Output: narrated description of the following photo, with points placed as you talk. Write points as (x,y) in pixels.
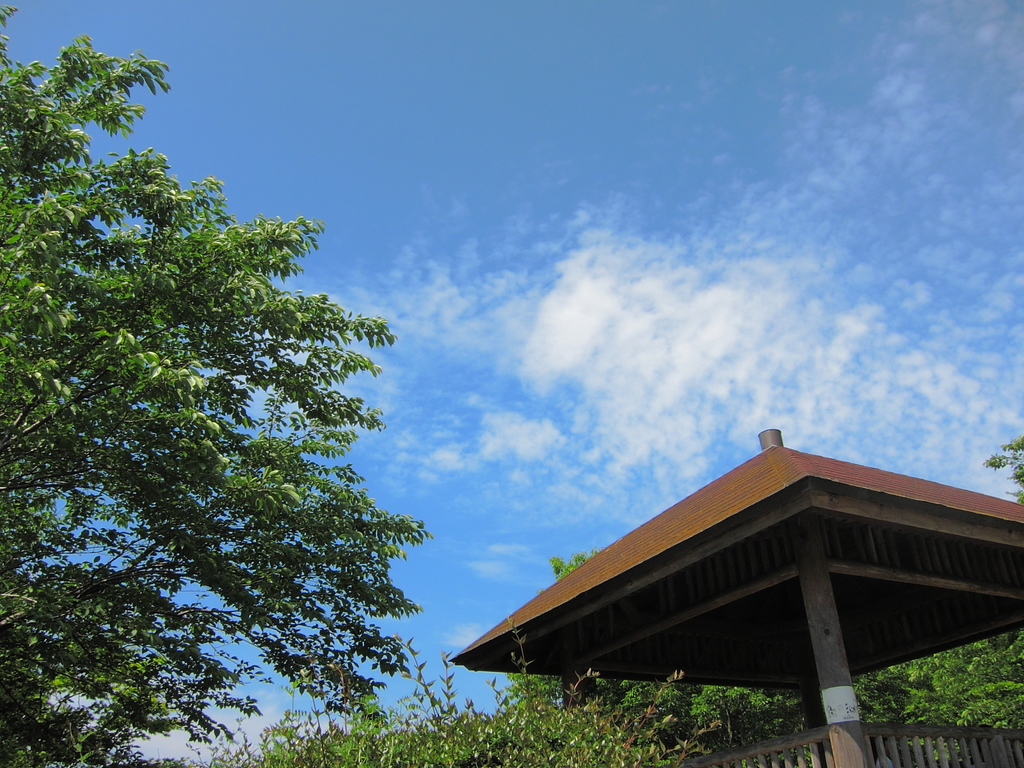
In this picture we can see trees (928,721), pillars (818,653), railing (779,742) and roof top (774,598). In the background of the image (559,292) we can see sky (641,140) with clouds (878,142).
